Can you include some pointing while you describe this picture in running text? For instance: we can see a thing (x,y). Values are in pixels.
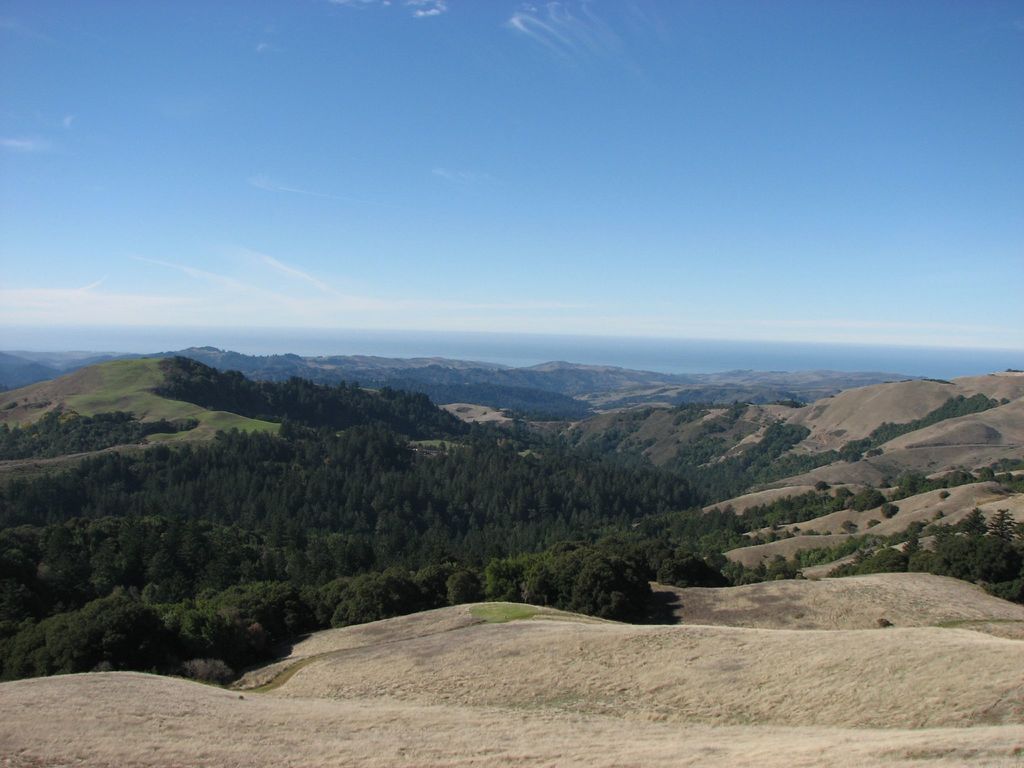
In this picture I can see trees (354,490), there are hills (404,360), and in the background (588,263) there is the sky (459,255).
